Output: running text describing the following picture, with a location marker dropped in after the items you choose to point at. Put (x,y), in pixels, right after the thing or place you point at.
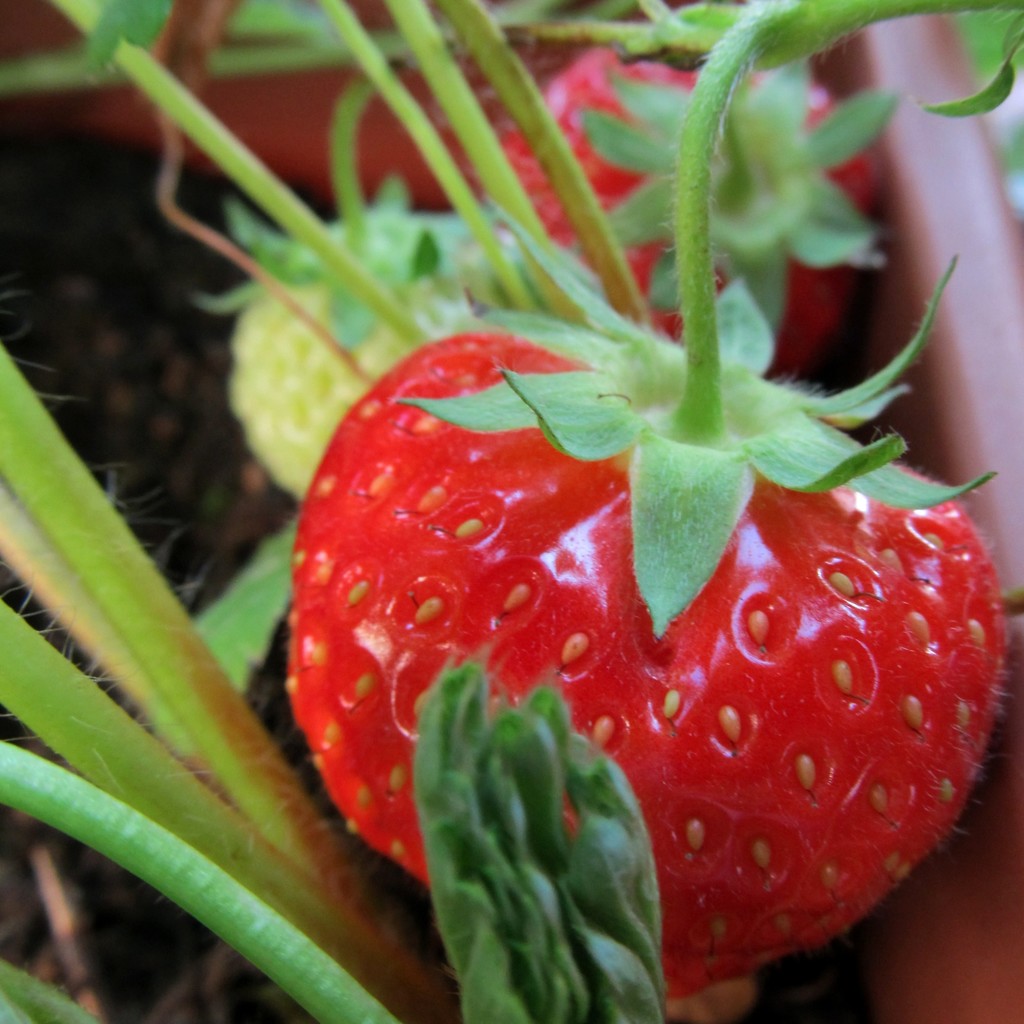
In this image I can see a strawberry fruit (824,504) and leaves (753,195).
